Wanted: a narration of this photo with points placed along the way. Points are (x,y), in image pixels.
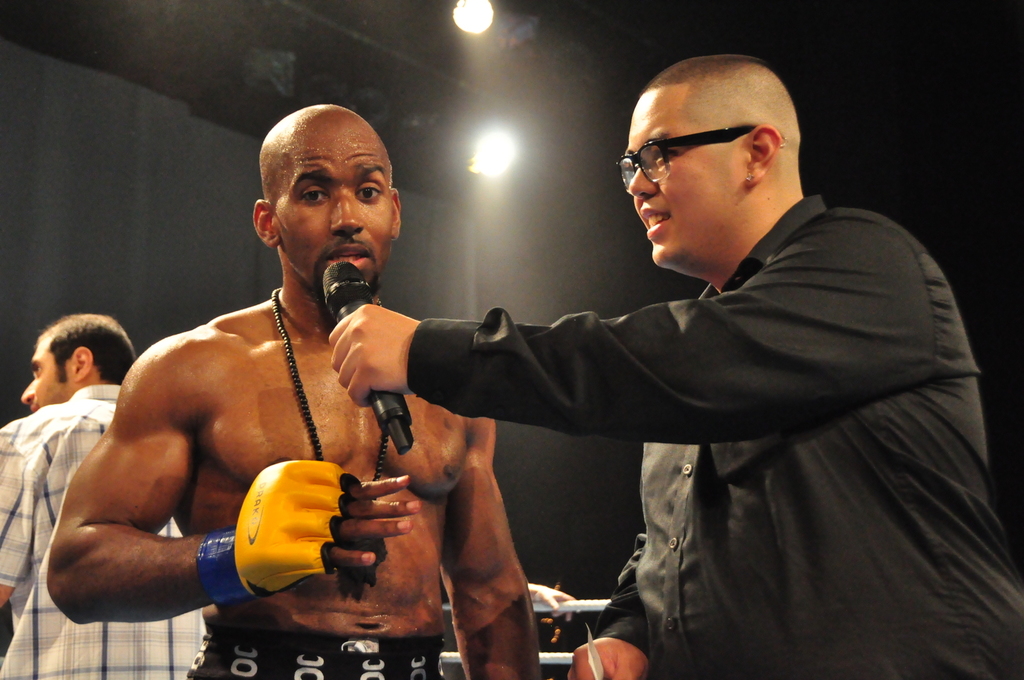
In this image there are three men (229,427) standing. The man (822,424) to the right (822,424) is holding a microphone (346,300) in his hand (363,346). The man (309,322) in the center (370,423) is wearing boxing gloves (314,550). Behind him there is another man (51,403) standing. Behind them there are ropes (563,656). The background (543,269) is dark. At the top (457,26) there are lights (478,144).
